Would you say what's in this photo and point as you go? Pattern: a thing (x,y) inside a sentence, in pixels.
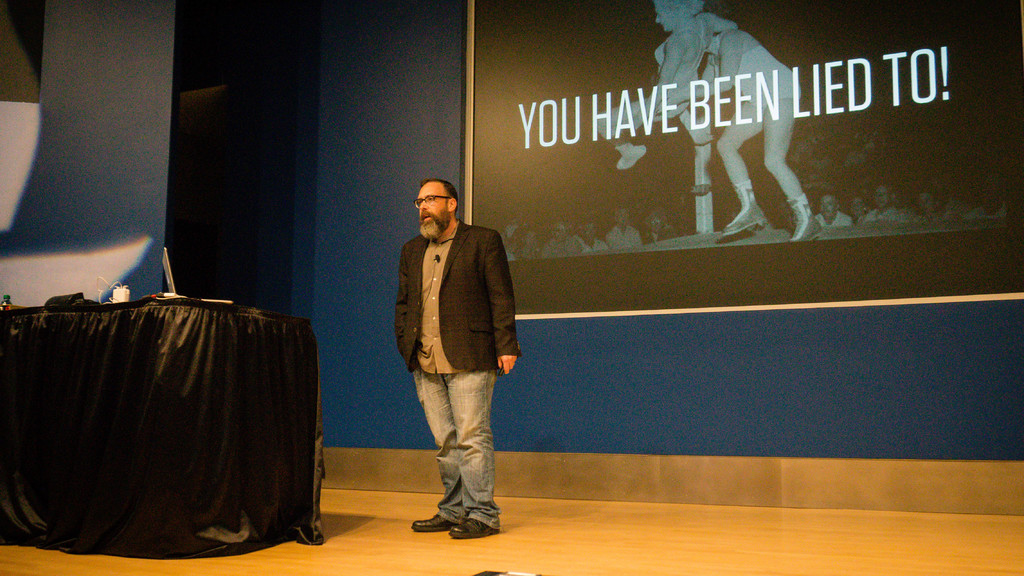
There is a person (433,269) standing and wearing specs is speaking. On the left side (112,427) there is a table (92,339) with black cloth (193,391). On that there is a laptop (168,280) and many other items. In the background (871,116) there is a screen (492,101) with something written on that. Also there are some people (779,186) on the screen (887,207).
